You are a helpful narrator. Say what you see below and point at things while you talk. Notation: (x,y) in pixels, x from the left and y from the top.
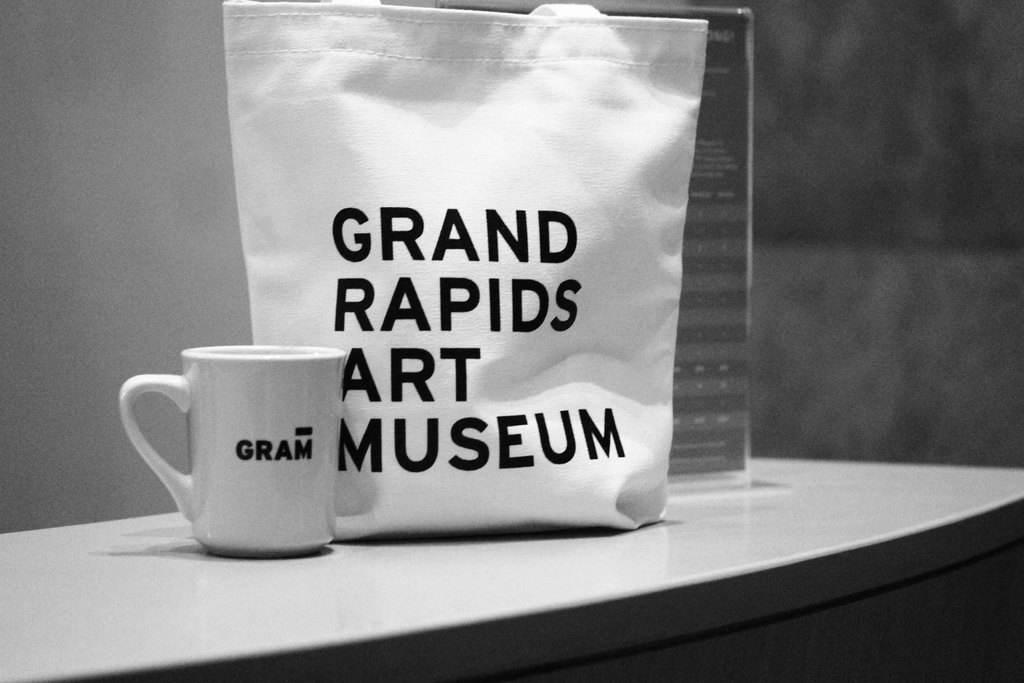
This is black and white picture. In this picture we can see a bag (496,350), white colour cup (324,417) on the table (669,593).
